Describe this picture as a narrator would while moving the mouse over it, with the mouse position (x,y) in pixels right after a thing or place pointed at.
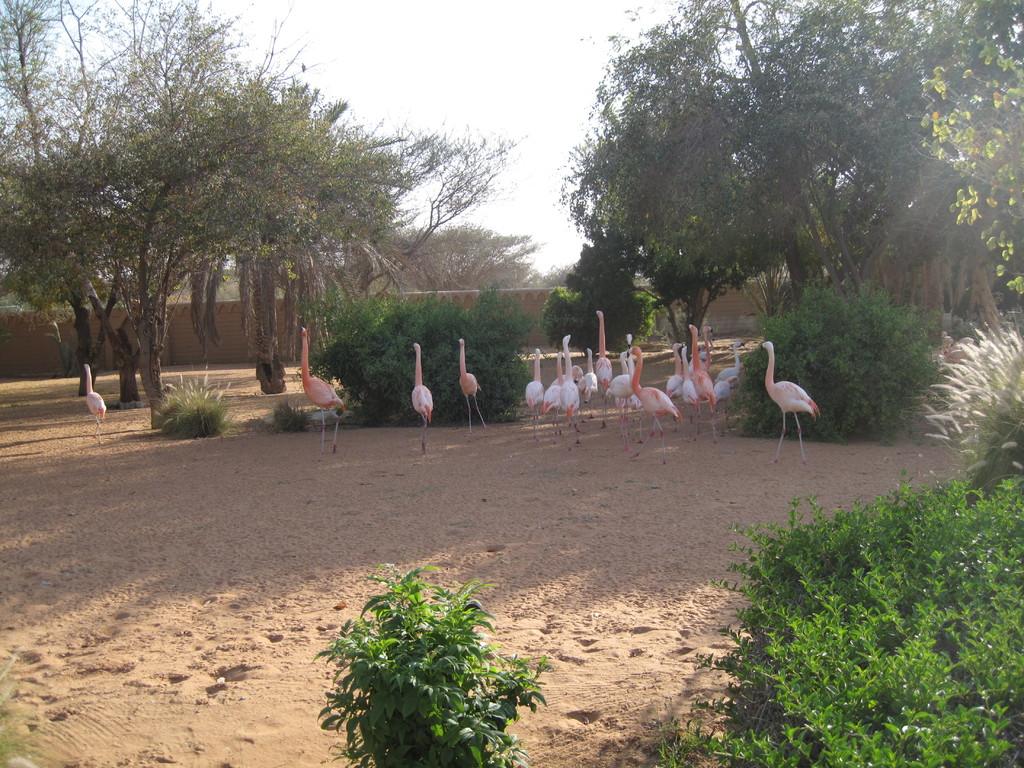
At the bottom (756,563) I can see plants (391,698). In the middle (666,268) I can see flocks of birds (323,424), trees (263,289) and fence (748,306). On the top (405,82) I can see the sky (514,119). This image is taken during a day.
